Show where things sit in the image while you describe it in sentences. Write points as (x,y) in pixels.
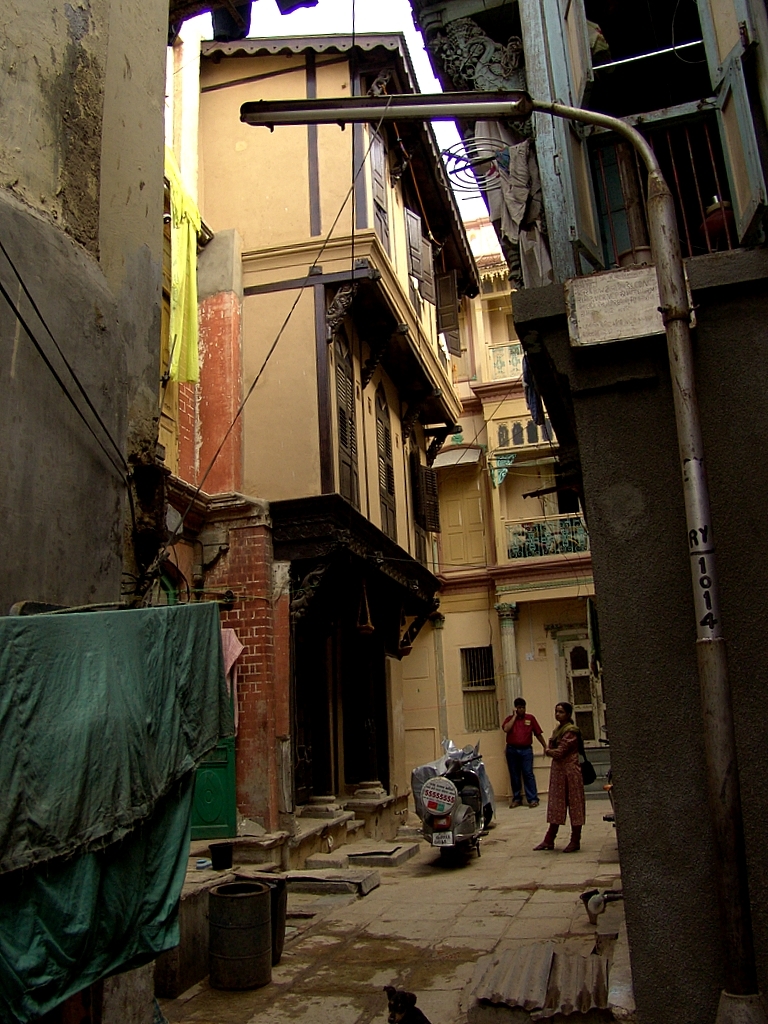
In the image we can see some buildings (725,282) and poles (494,95) and clothes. In the middle of the image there are some motorcycles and two persons (562,702) are standing.
